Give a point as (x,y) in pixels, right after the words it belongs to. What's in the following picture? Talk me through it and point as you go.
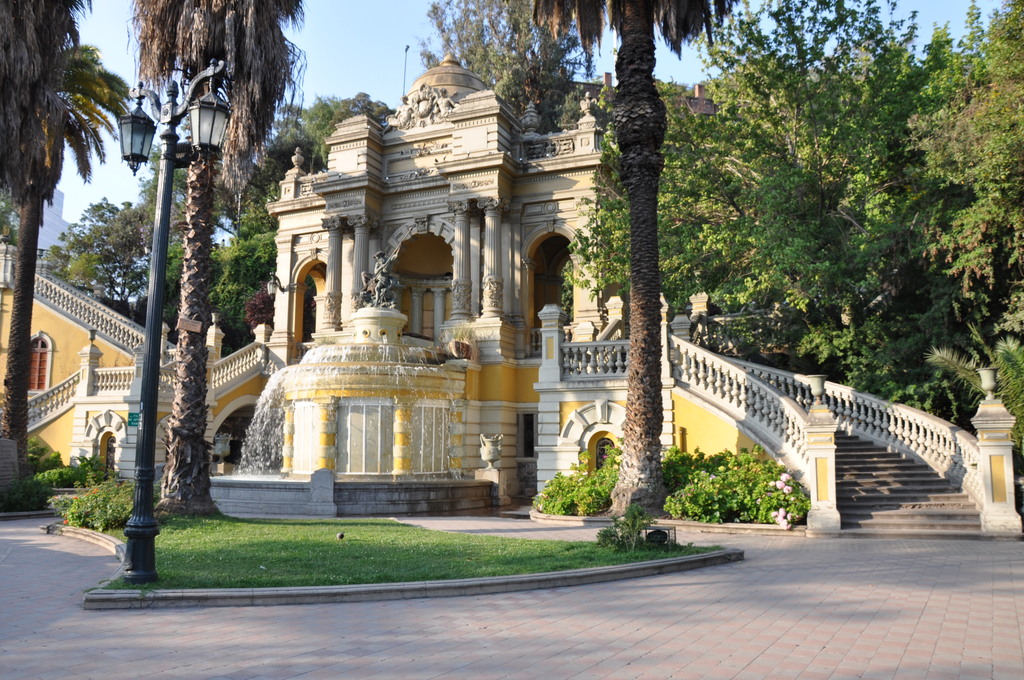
In this image, we can see a temple (360,260) in between trees (778,190). There are tree (188,365) in front of the fountain (356,364). There is a pole (155,334) on the left side of the image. There are steps (864,447) on the right side of the image (908,469).
